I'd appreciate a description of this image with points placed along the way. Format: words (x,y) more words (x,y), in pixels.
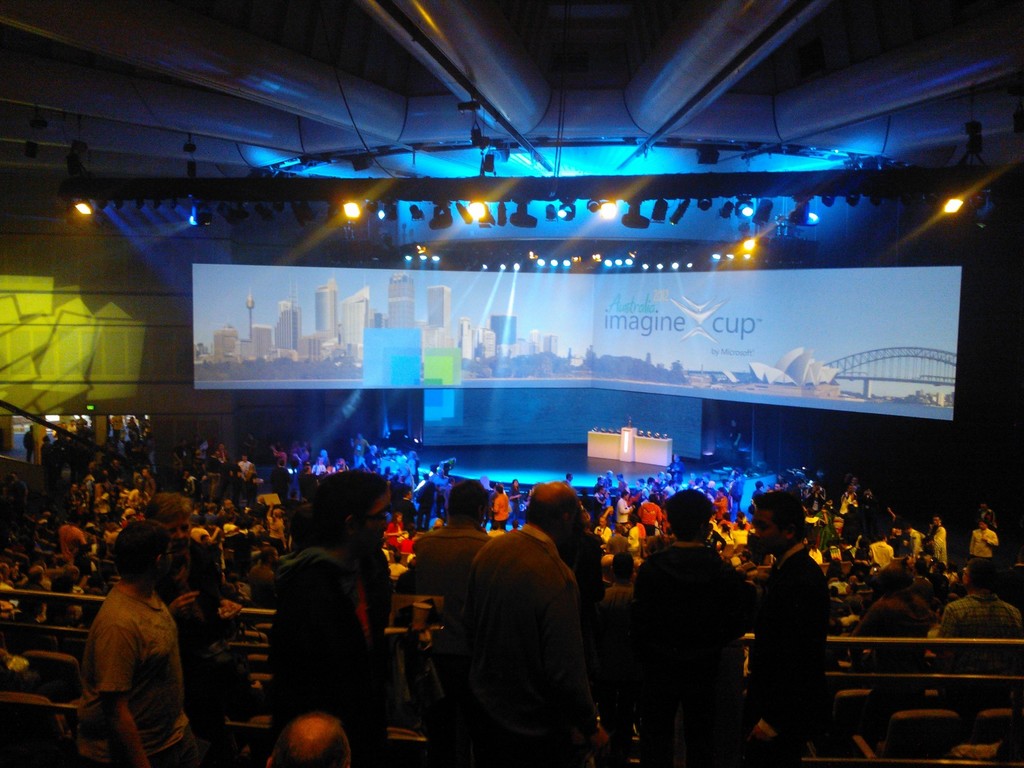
In this image we can see an auditorium (492,309). There are many people (735,569) in the image. There is a digital screen (576,279) in the image. There are many lights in the image.
